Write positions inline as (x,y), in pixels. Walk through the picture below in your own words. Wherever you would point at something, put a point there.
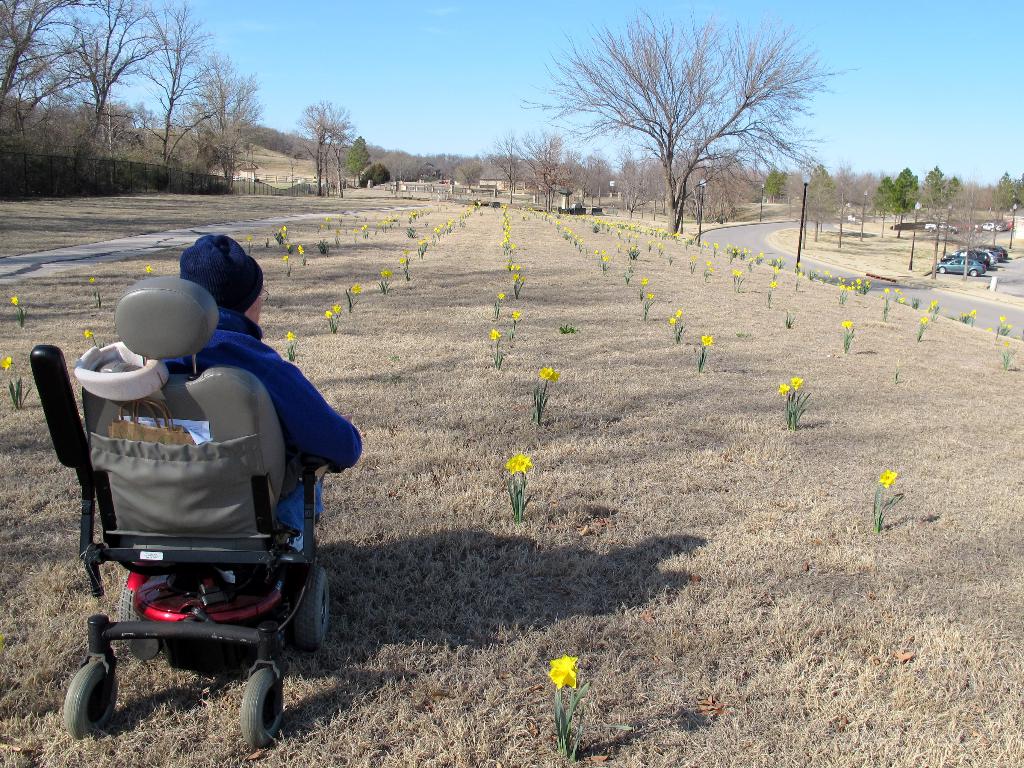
This image is taken outdoors. At the top of the image (308,51) there is a sky (433,32) with clouds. In the background (90,153) there are many trees (135,141) and plants (554,371) on the ground (480,237). At the bottom of the image (479,677) there is a ground (734,670) with grass (695,522) on it. There are a few plants (571,665) with yellow color flowers (525,461) on the ground (414,279). On the left side of the image (262,433) a person (297,388) is sitting in the wheelchair (258,584). On the right side of the image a few cars (957,262) are parked on the road (952,276) and there is a road (971,304) and there are a few poles (761,195).
